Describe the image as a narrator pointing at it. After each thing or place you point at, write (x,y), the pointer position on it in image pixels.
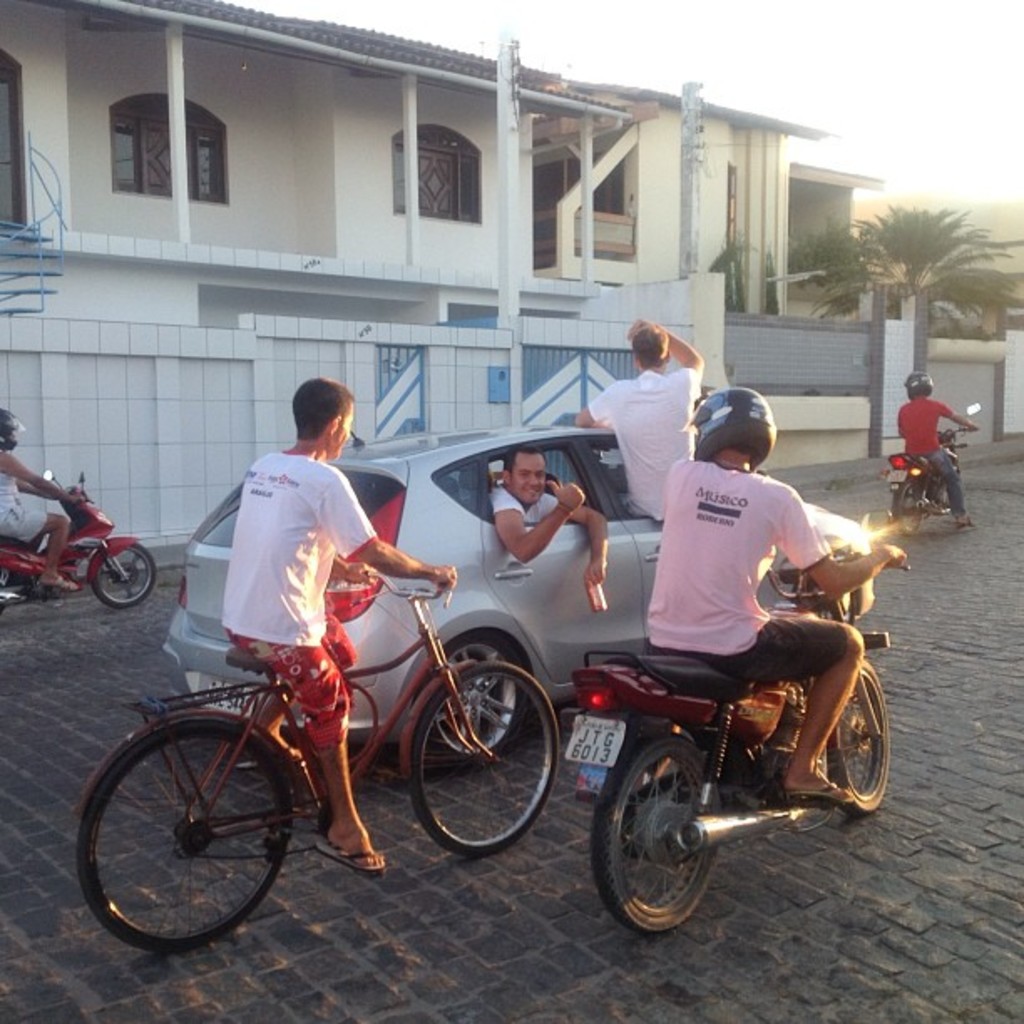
Some boys (515,492) are driving a car (603,447). Of them one is sitting on the window (613,471). Few other boys (689,499) are following them on motorcycles (630,804) and bicycles (237,763).
